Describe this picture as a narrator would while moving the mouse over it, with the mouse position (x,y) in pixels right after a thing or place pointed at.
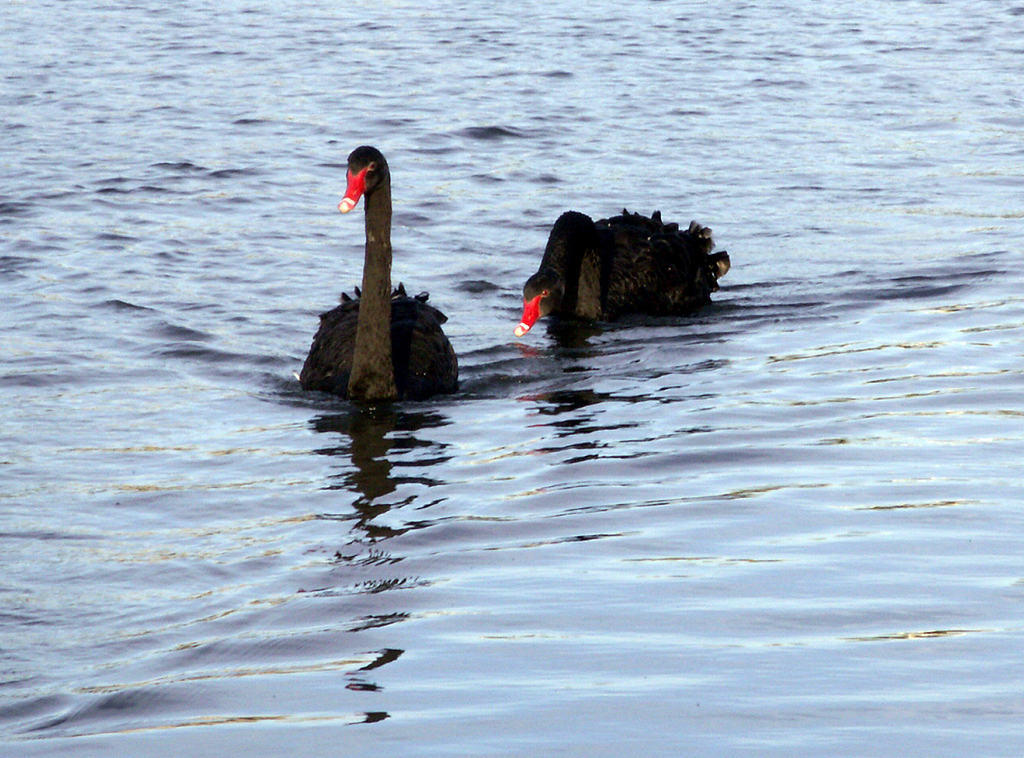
This picture contains two black swans (610,273) swimming in the water (507,334). This water (397,476) might be in the pond (596,433). This swan (531,306) has a red color beak (530,306).
